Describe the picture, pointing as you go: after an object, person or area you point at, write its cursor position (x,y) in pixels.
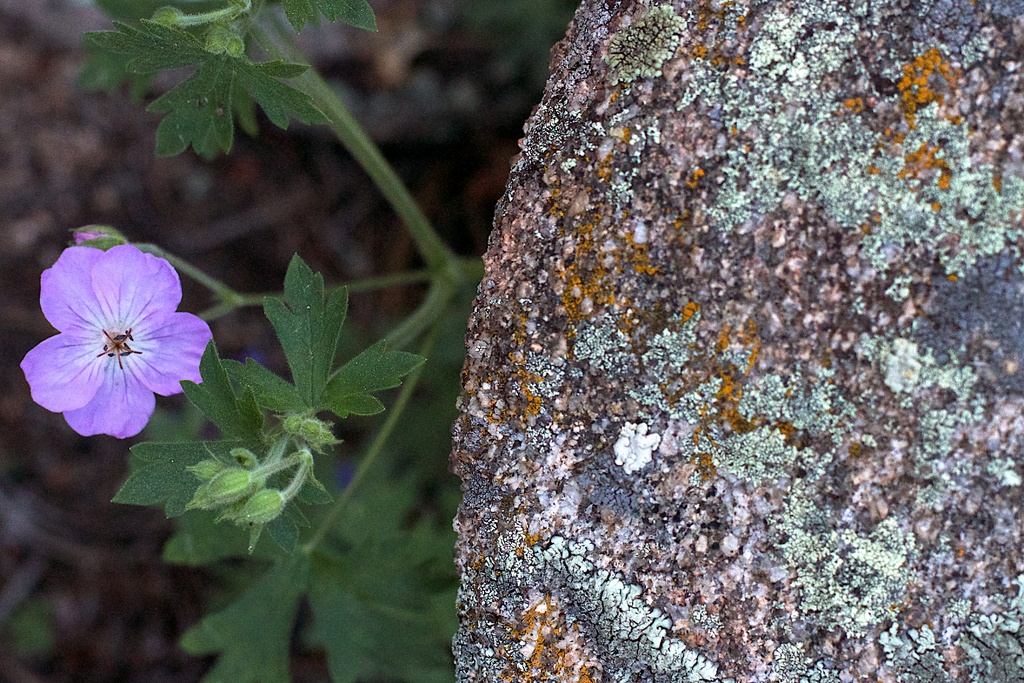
On the left side of the image (319,337) we can see plant (310,417), buds (221,495), flower (134,364). On the right side of the image (786,411) a rock (761,379) is there. In the background (81,177) the image is blur.
